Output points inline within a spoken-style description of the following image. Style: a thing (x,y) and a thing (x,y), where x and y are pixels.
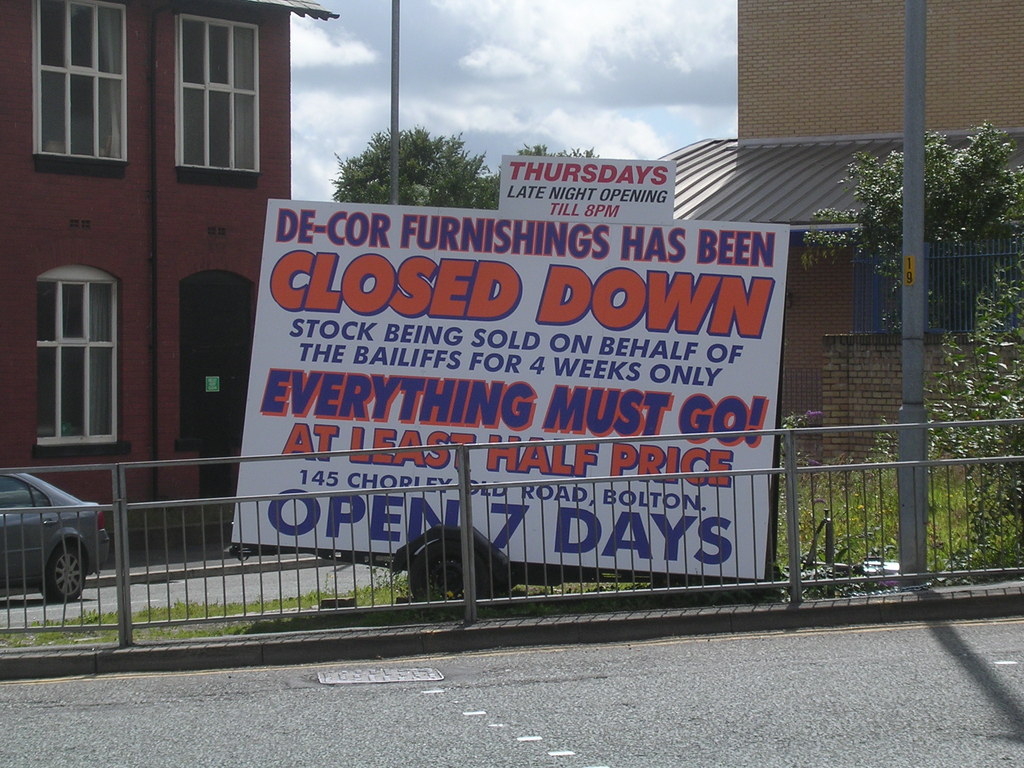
In this image I can see a road (913,627) and in the middle (359,508) there is a poster (341,465) and at their back there is the building (875,48).
